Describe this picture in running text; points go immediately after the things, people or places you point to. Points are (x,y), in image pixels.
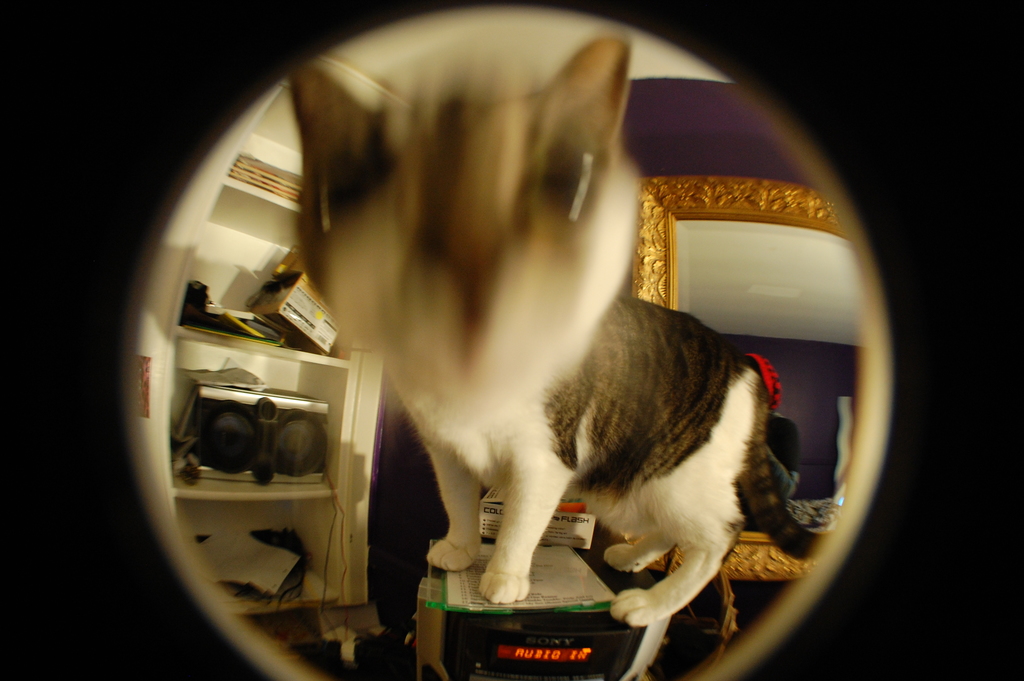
In this image we can see a cat (515,450) through a peephole (448,216) of a door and the cat (522,533) is standing on an electronic gadget (481,619). Behind the cat (523,414) we can see few objects (250,587) on the shelves (353,501) and a wall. On the wall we can see a mirror (767,228).
